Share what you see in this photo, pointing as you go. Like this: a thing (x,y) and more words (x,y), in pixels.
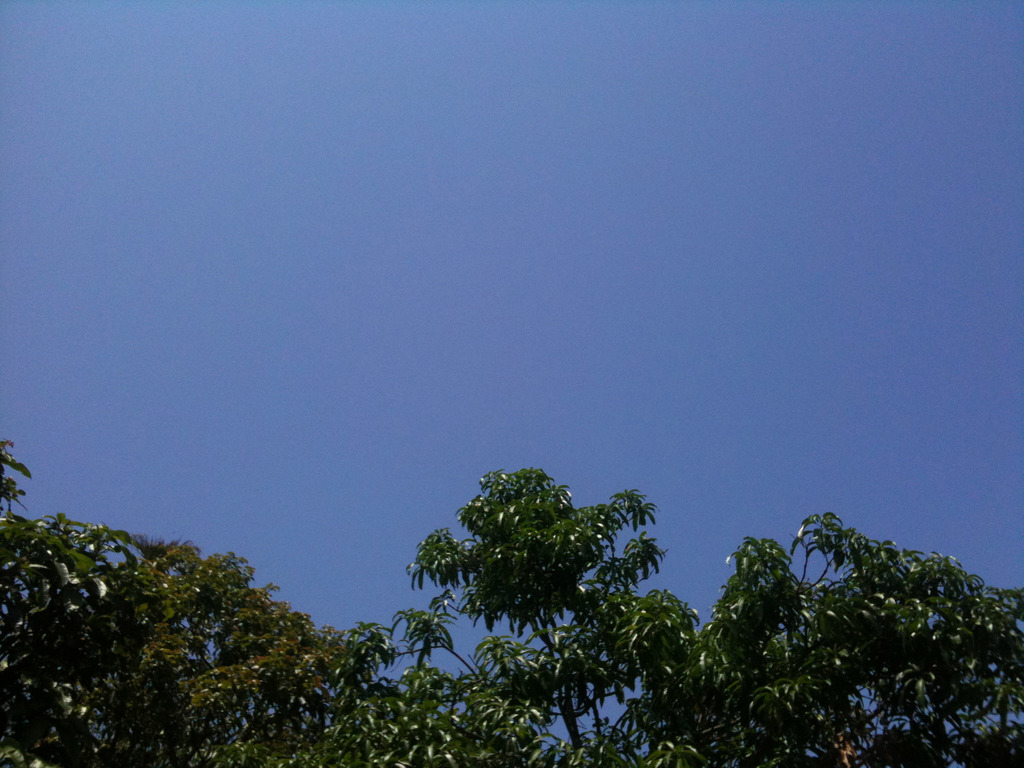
In this image we can see trees (672,679) at the bottom (799,677). In the background (353,163) there is sky (287,131).
